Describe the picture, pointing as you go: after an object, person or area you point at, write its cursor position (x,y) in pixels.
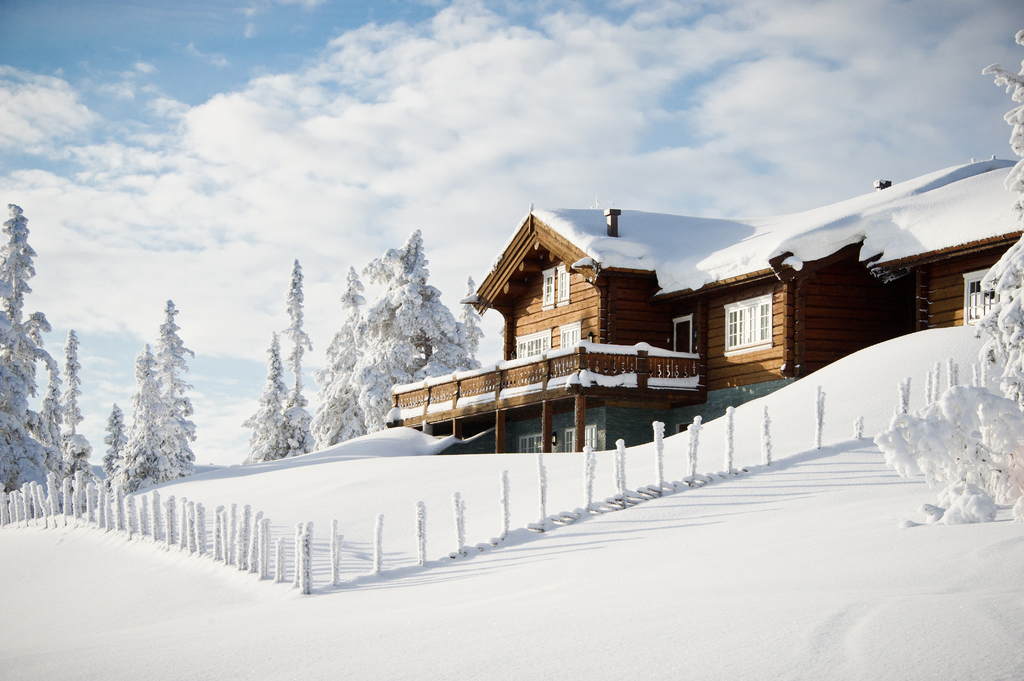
In the background (492,131) we can see a clear blue sky (506,127) with clouds (567,125). On the right side of the picture (862,335) we can see a house (628,223). We can see trees (421,360) with full of snow (148,403). At the bottom portion of the picture (489,615) we can see snow (616,615).
